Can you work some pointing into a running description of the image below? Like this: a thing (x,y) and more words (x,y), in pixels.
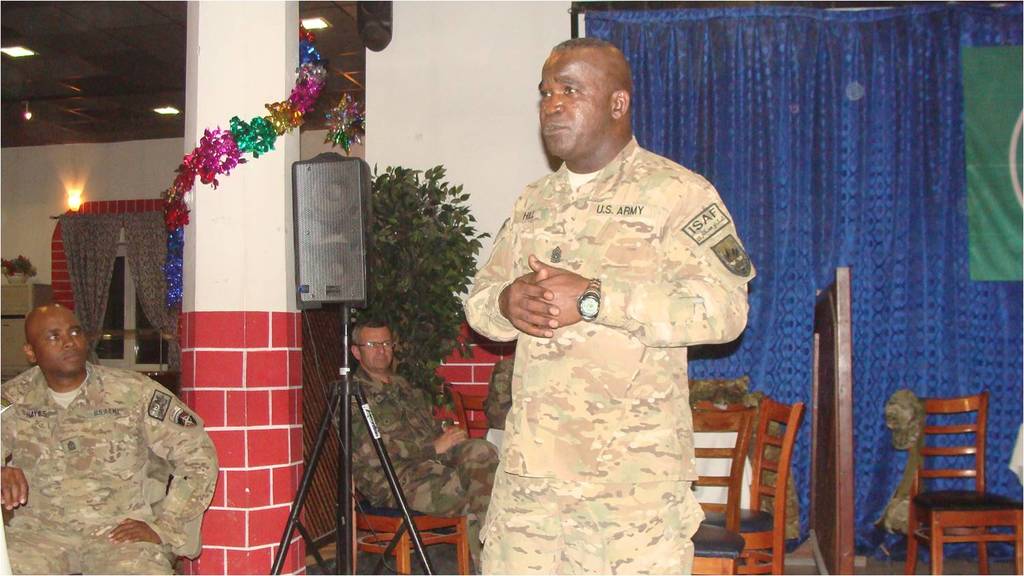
In this image, we can see few peoples (136,464). And one person (577,328) is standing at the middle (614,369). Here we can see speakers (342,264), plants (397,276), curtains blue color (794,211). At the background (938,474), There are few chairs (757,483) and here pillar (228,265), light (80,204) and brown color roof (134,91).
